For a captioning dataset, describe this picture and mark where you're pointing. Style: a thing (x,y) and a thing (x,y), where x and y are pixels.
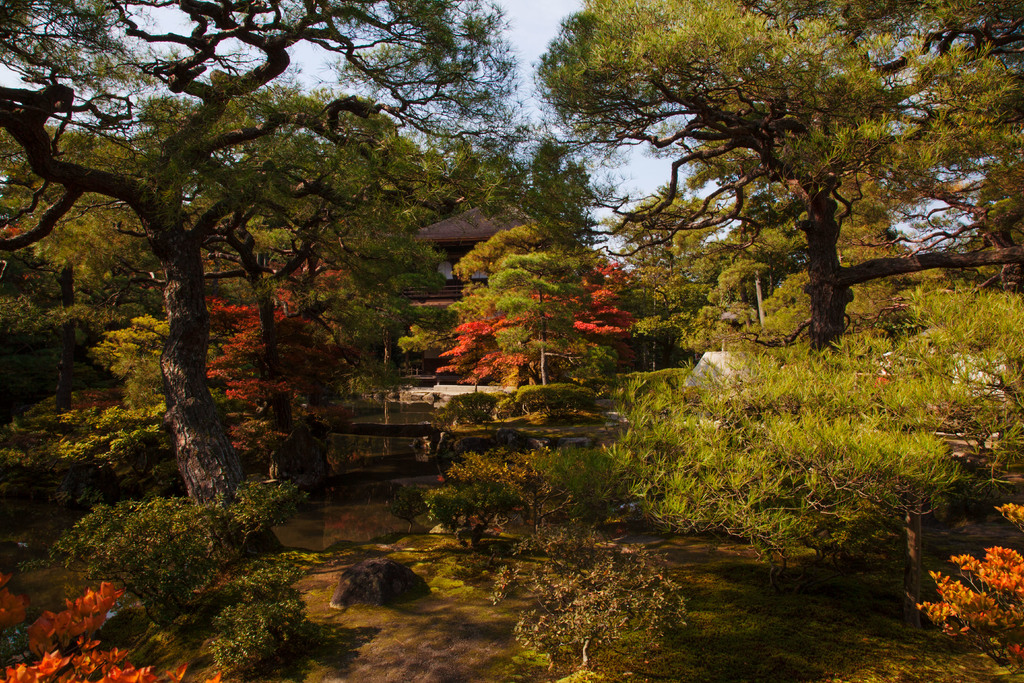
In the picture I can see trees (347,360), plants (576,528), the water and a house (463,242). In the background (530,83) I can see the sky (529,96).
